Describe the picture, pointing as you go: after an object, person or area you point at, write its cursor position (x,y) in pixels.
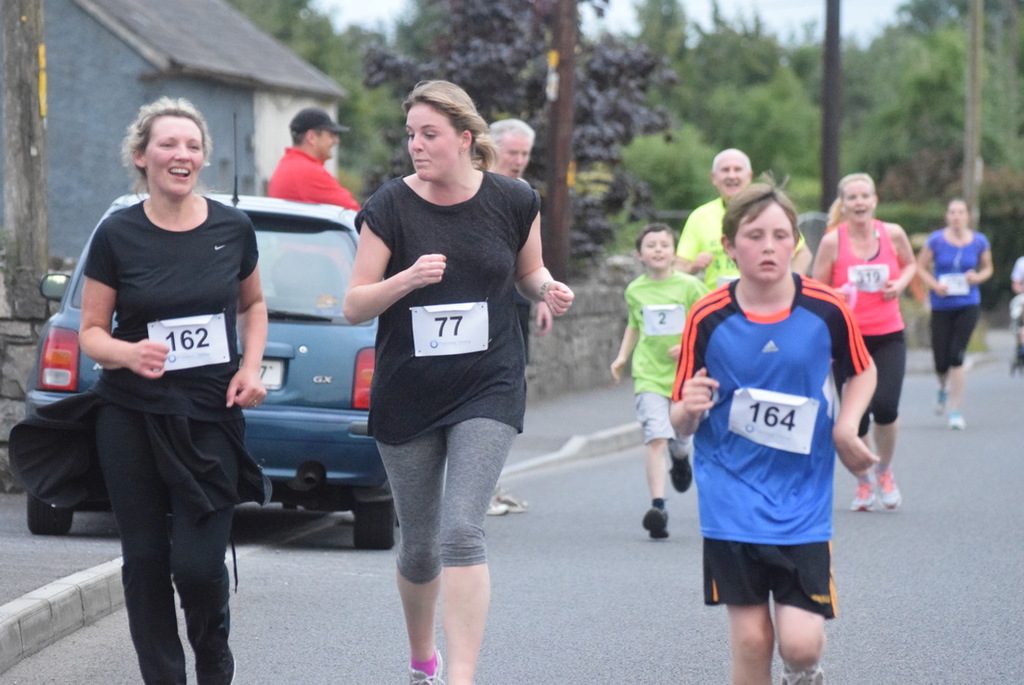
In this picture we can see a group of people (191,283) running on the road (311,621), car (335,407), house (292,141), trees (618,150), poles (26,220) and in the background (802,6) we can see the sky (821,30).
